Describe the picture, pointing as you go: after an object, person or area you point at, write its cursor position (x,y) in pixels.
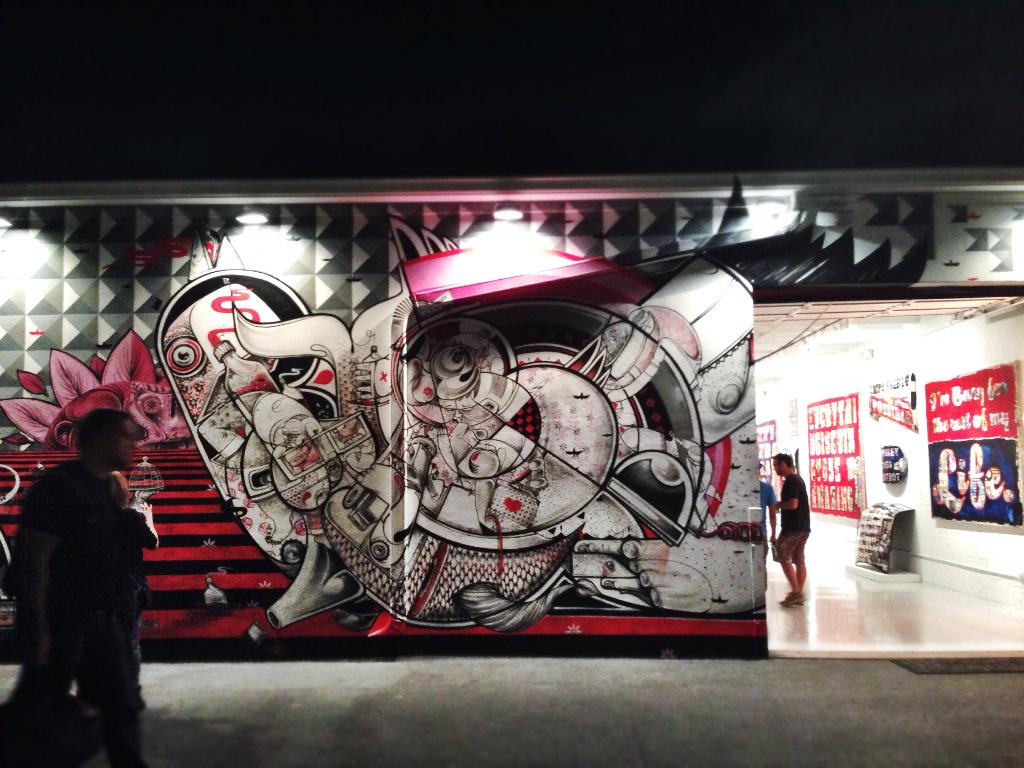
In the picture we can see a building wall (71,300) with full of paintings (256,529) on it and near it, we can see a person (134,542) standing and beside the wall (730,486) we can see a store (1009,296) with a white floor (863,629) and a man (796,599) standing and the wall (790,430) is with posters (827,436).
